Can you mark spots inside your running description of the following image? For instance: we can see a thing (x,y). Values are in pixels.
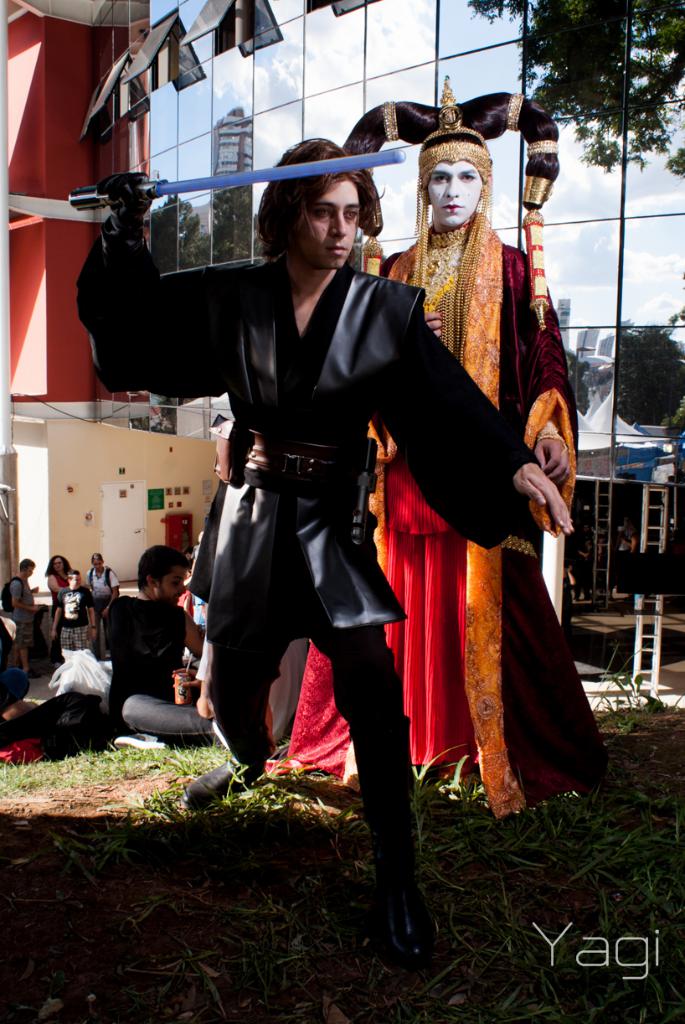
In the center of the image (375,428) we can see two people (310,298) standing. They are wearing costumes (342,560). At the bottom (118,770) there is grass (206,760) and we can see people (137,666) sitting and some of them are standing. In the background (184,416) there are buildings (62,538).
